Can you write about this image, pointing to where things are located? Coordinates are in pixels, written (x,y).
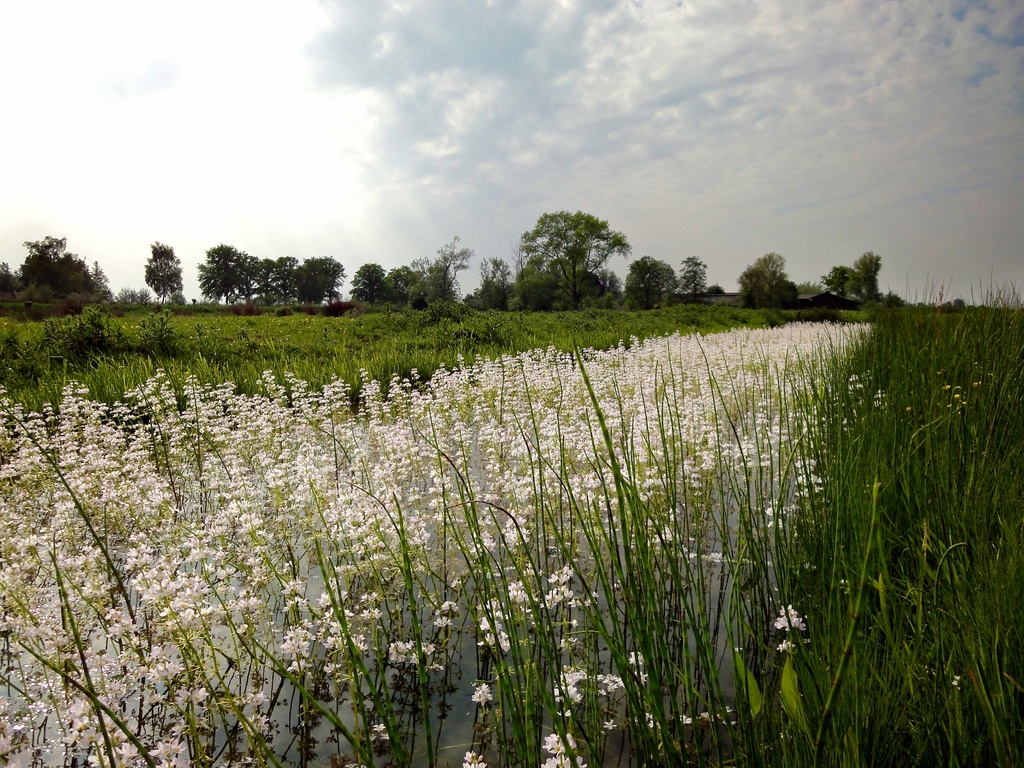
This picture contains plants (453,611) which have flowers (370,605). These flowers (299,483) are in white color. At the bottom of the picture (953,513), we see grass (932,610). There are trees (366,272) in the background (56,279). At the top of the picture (408,187), we see the sky (514,122) and the clouds (614,79).
